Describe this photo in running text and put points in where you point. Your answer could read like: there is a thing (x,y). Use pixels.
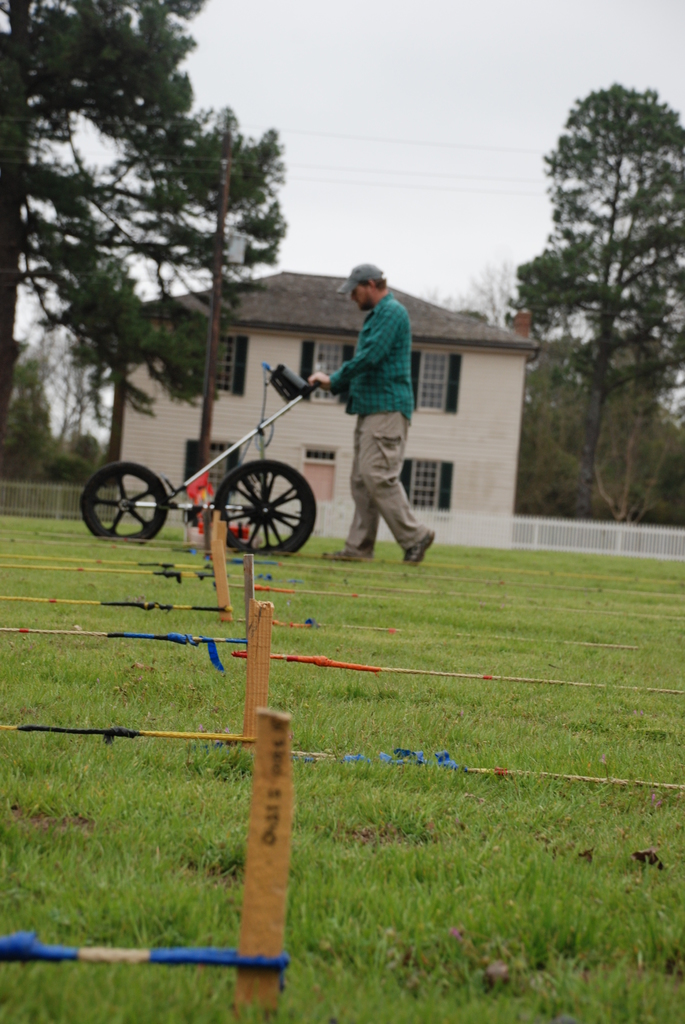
Here we can see a cart (314,503) and a man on the ground (378,617). This is grass (514,906). In the background (498,416) we can see a house (432,420), pole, fence (585,545), trees (656,507), and sky (533,155).
